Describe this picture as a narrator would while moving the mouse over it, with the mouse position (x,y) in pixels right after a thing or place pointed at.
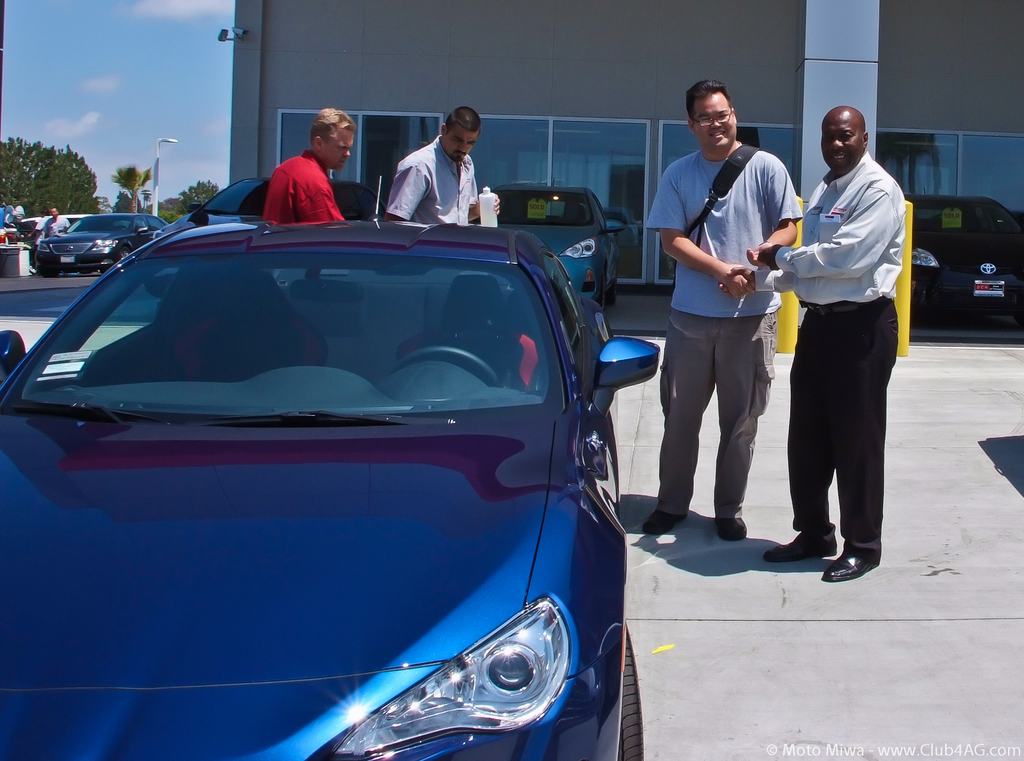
In this image there are people (754,319) standing. The cars (576,555) are parked. There is a building (527,179). On the left (94,181) background (44,175) there are trees (19,183) and street light (169,138). There is a sky (175,183).
